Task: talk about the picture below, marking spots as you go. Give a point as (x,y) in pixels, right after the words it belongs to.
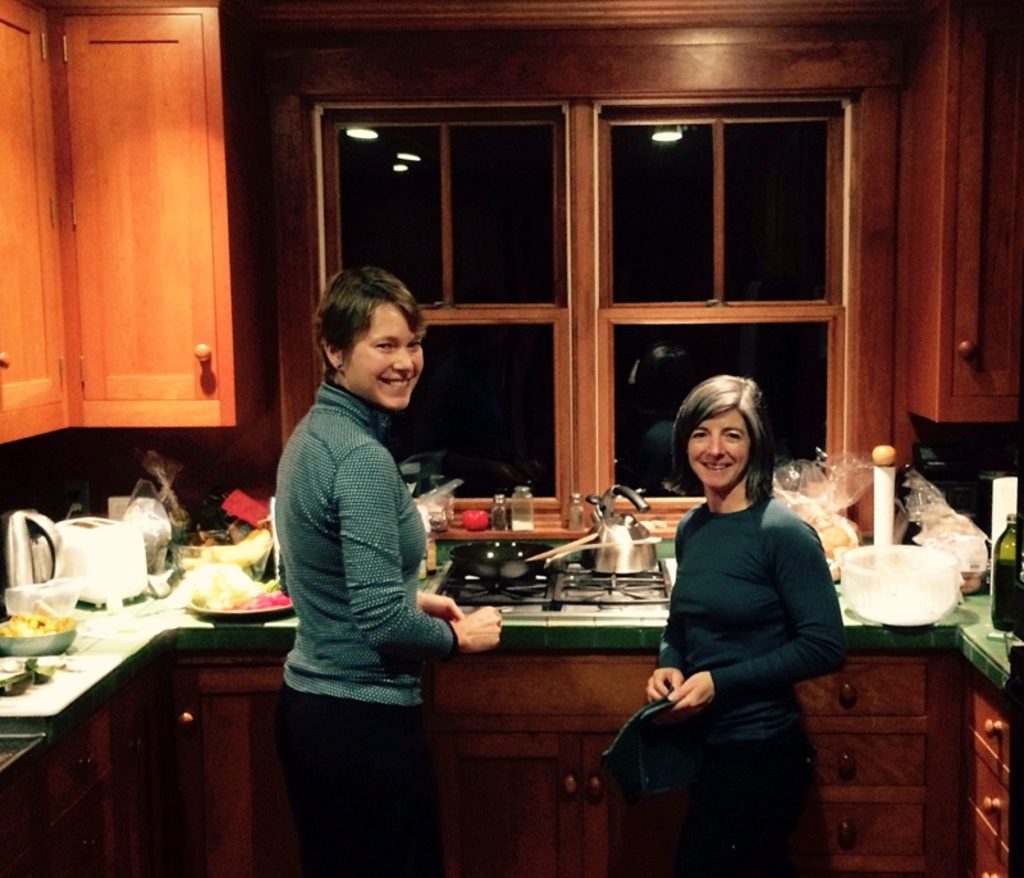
In this image we can see two ladies (726,620), behind them there are windows (566,246), closets (84,75), there is a stove (580,576), tea pot (627,563), bread maker (107,529), bottles (1007,599), bowls (30,644), packets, jars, and some objects (493,577) on the kitchen slab (129,629).
